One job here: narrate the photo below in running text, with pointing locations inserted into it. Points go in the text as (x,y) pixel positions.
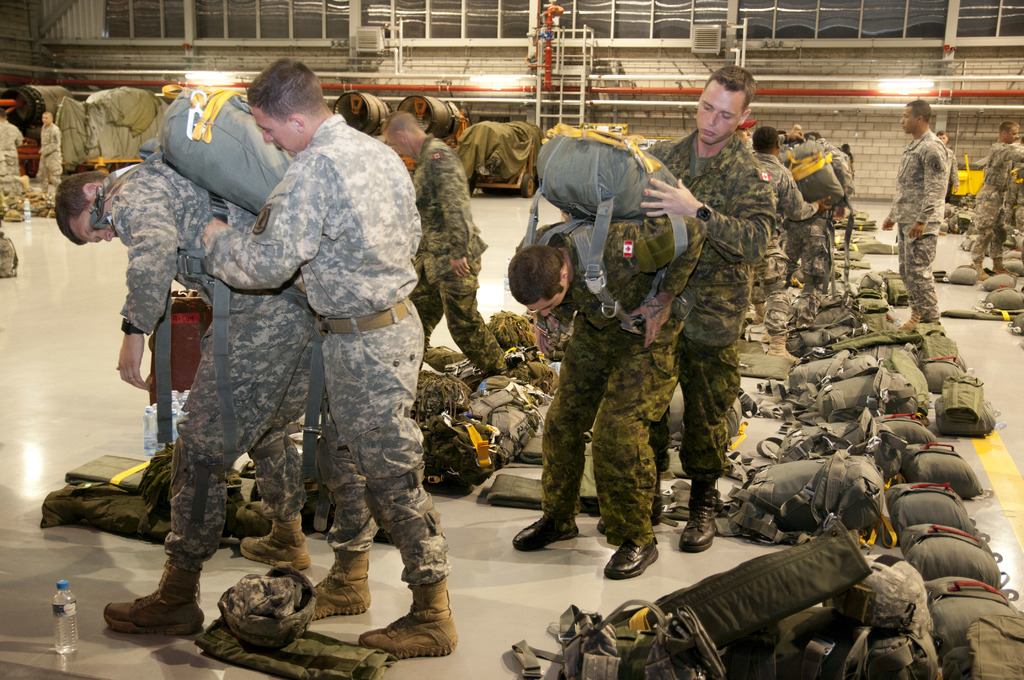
In this image we can see people (450,236) standing. They are all wearing uniforms (305,180) and there are some people (625,257) wearing bags (231,129). At the bottom (437,462) there are bottles (175,417) and bags (141,472) placed on the floor (1022,555). In the background (535,96) there is a wall (914,44) and lights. We can see trolleys (458,125).
